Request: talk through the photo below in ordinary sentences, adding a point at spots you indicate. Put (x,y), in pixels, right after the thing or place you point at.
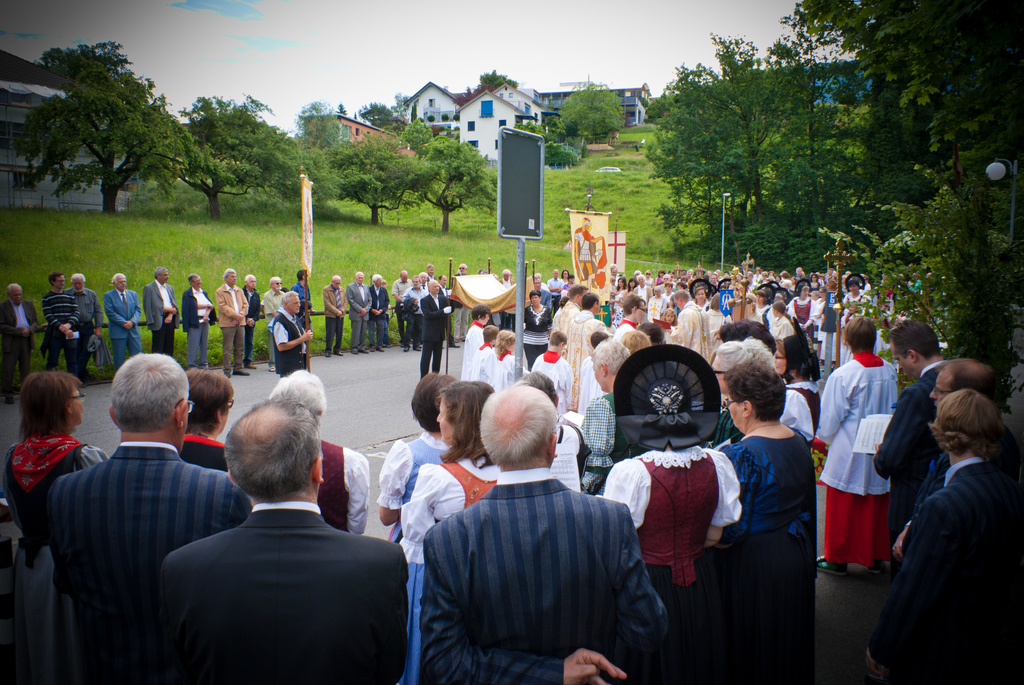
In this picture there are people (214,306) standing on the road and we can see boards (507,212), lights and banners (612,263) attached to the poles (746,285), christian cross symbols (737,275) and cloth (500,292). We can see trees (692,134), grass (459,233) and buildings (2,181). In the background of the image (257,56) we can see the sky (373,87).
